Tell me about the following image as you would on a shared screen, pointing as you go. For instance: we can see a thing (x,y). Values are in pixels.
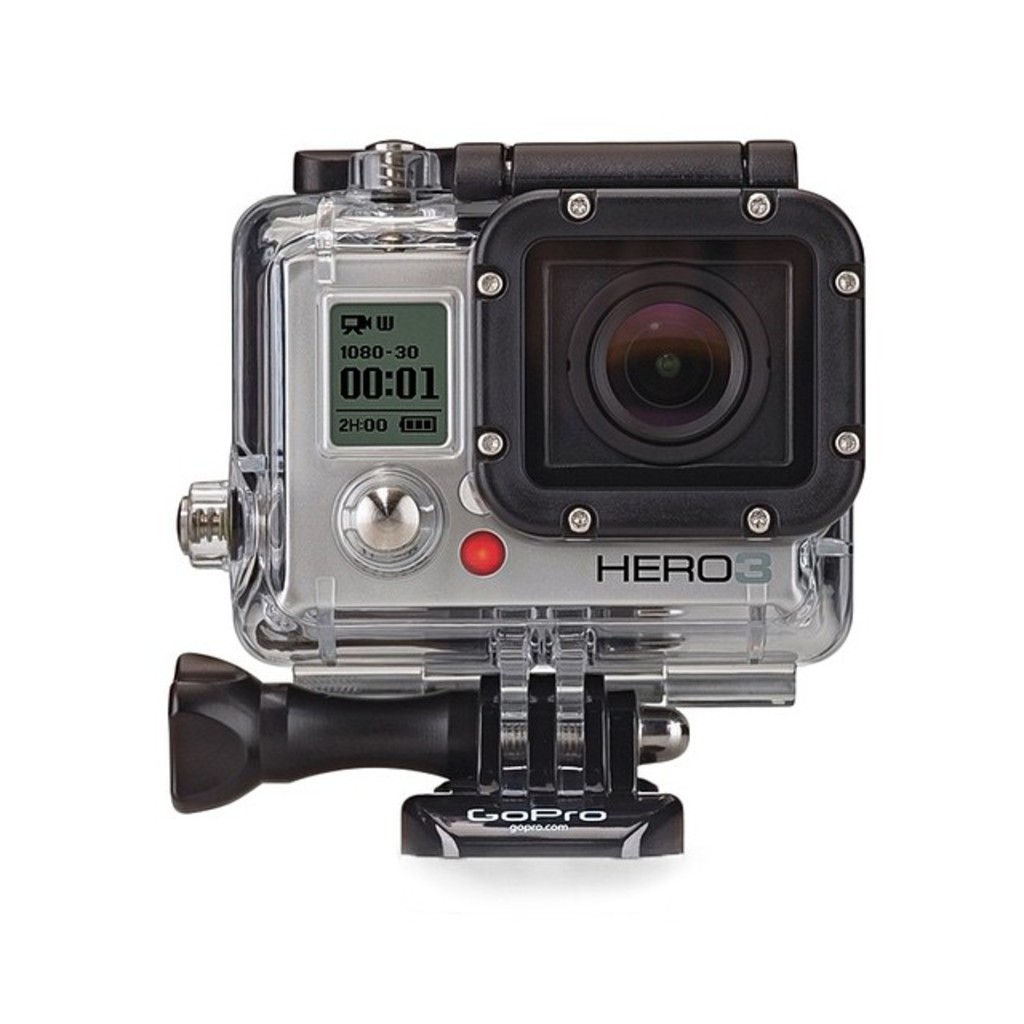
In this image there is one camera (370,461) present in the middle (370,482) and there is a white color background (179,74).
